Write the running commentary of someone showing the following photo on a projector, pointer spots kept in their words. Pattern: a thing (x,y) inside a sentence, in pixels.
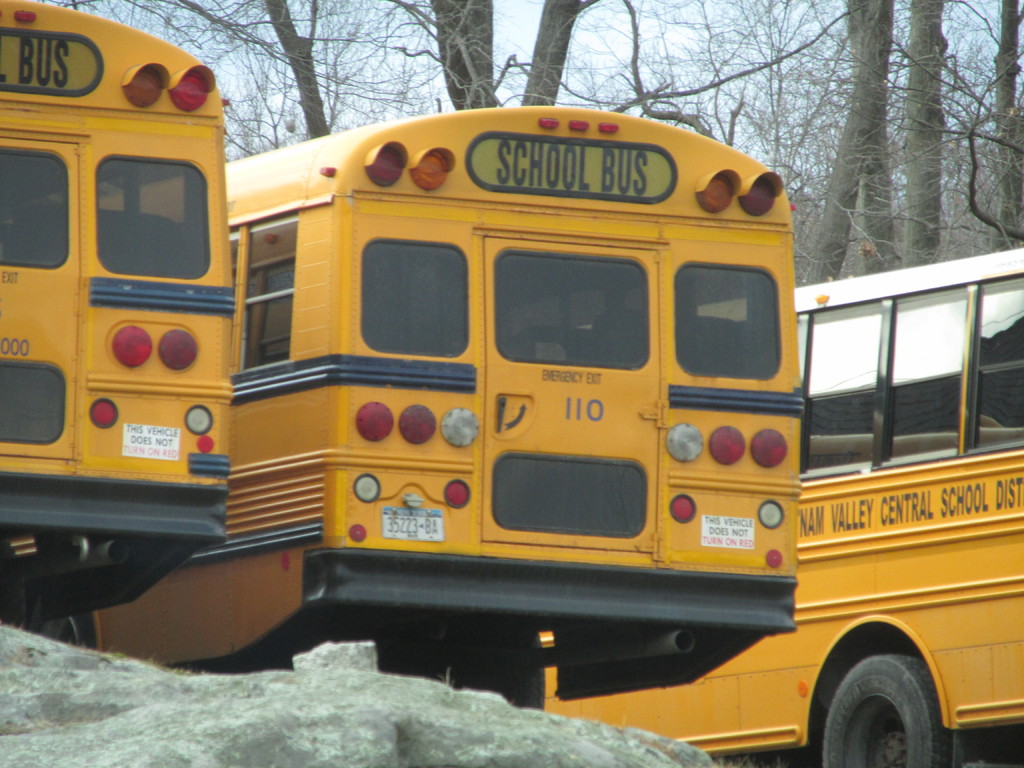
This is an outside view. Here I can see three yellow color school buses (479,441). There is some text (875,514) on the bus (899,507) which is on the right side (974,461). At the bottom (232,734) there is a rock (228,743). In the background (386,43) there are many trees (483,52). At the top (504,23) I can see the sky (510,18).
